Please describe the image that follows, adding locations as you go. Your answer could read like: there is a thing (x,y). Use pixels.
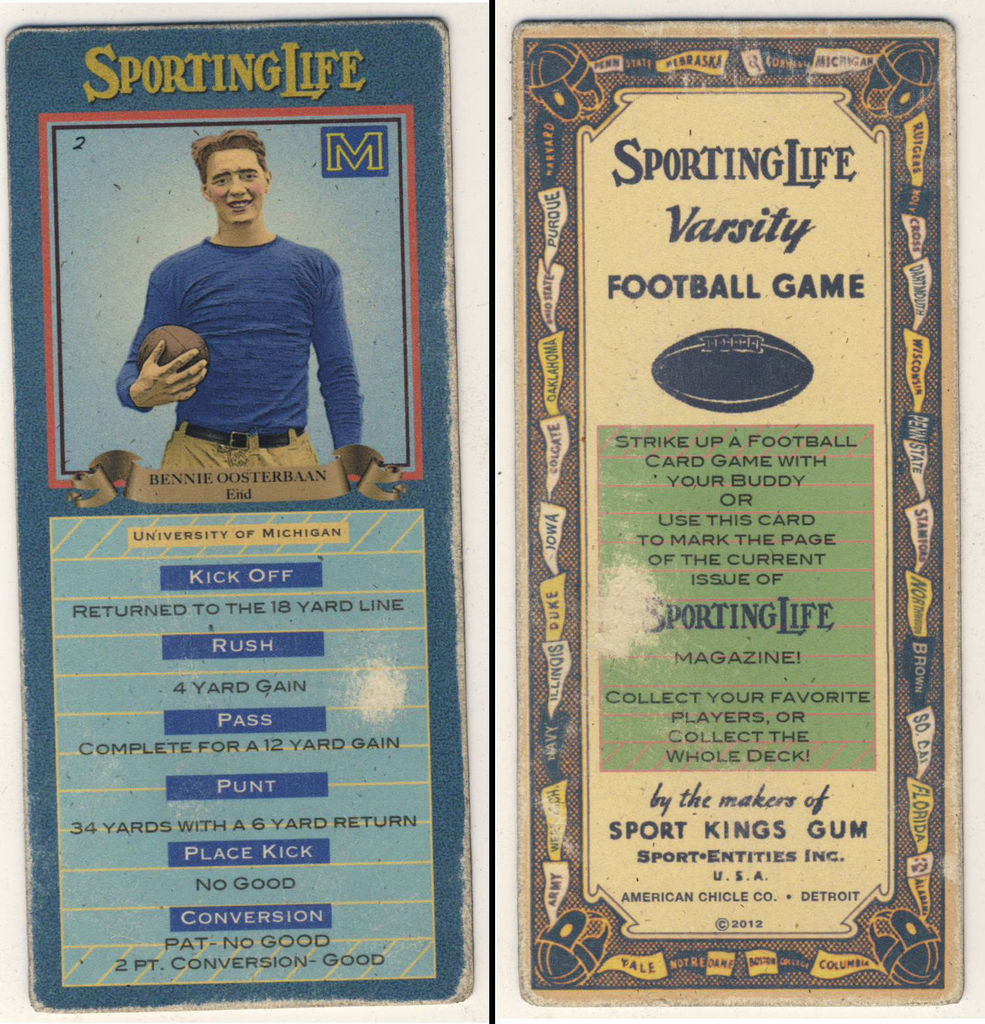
In this image there are boards (825,799). In this image we can see a picture (271,465) of a man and there is text (551,656).
